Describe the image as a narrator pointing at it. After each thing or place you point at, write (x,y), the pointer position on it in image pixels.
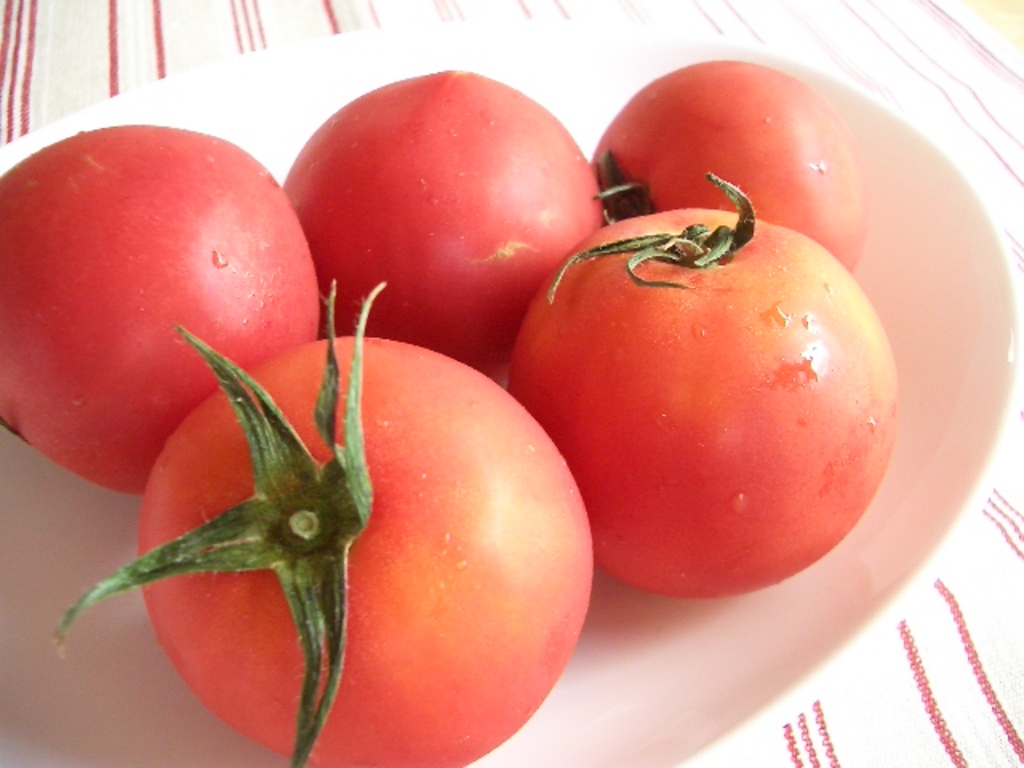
In the picture I can see a plate (130,679) in which there are some tomatoes (501,397).
